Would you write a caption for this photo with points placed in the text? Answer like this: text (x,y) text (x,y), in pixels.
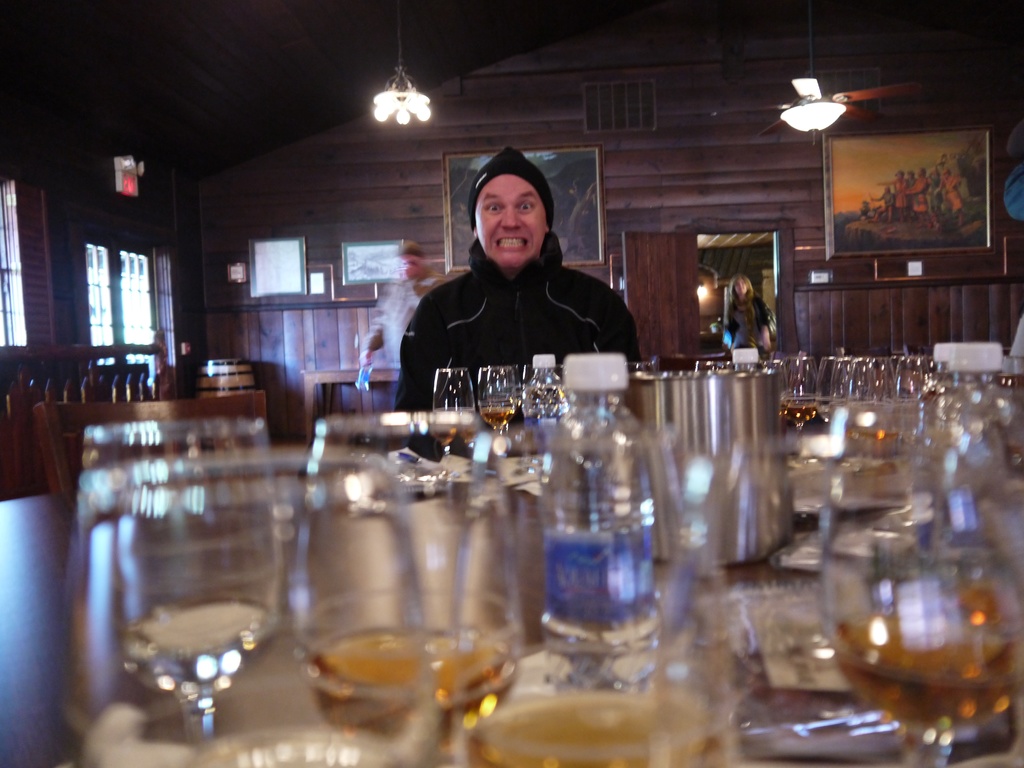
In the image we can see there is a person (566,272) who is sitting and in front of him there is a table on which there are wine glasses (487,635) and a water bottle (595,517) and at the back (917,192) there is a wall (845,285) on which photo frame (871,192) and on top (810,111) there is a ceiling fan (810,45).
